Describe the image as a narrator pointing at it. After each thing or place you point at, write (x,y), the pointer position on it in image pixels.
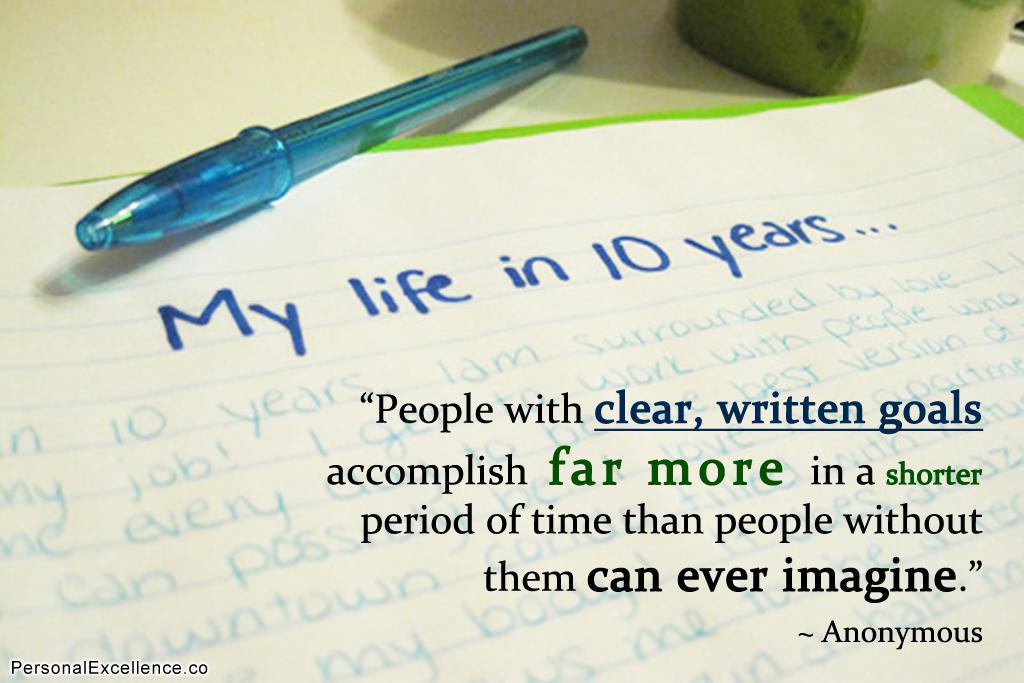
In this image, we can see a paper (590,330) with some text (252,291) and in the background (201,173), there is a pen (330,112) and an object (871,35) are on the table (607,85).
